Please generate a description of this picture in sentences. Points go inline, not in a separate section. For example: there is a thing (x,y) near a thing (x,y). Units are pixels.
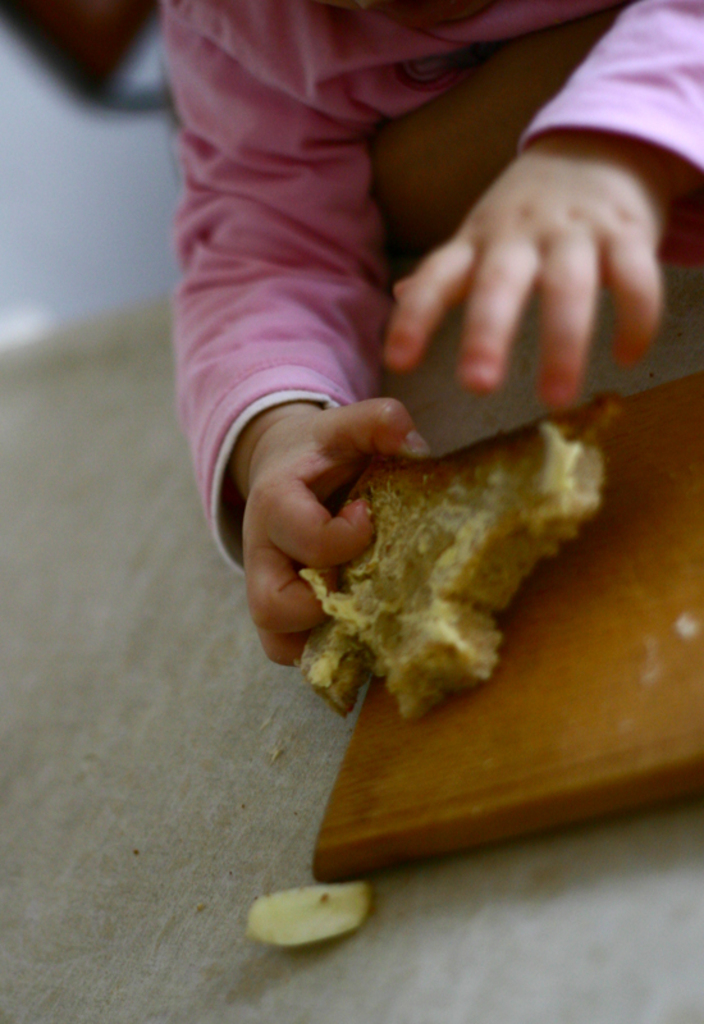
In this image we can see a child (308,548) holding a piece of bread (436,641) which is placed on the table (538,916).
